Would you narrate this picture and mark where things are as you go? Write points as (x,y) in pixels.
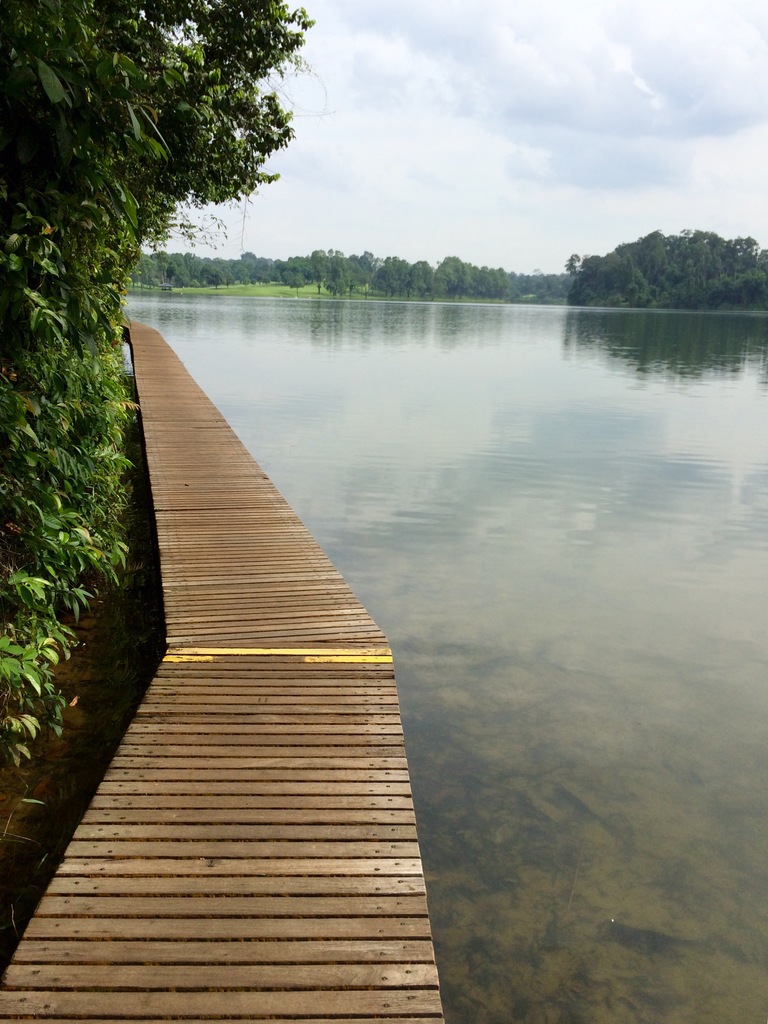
On the left (132,220) and right side of the image (733,292) I can see trees (103,317). In the middle of the image (269,505) I can see the bridge (240,493). At the bottom of the image (547,755) I can see water (500,546). In the background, I can see groups of trees (666,306).
